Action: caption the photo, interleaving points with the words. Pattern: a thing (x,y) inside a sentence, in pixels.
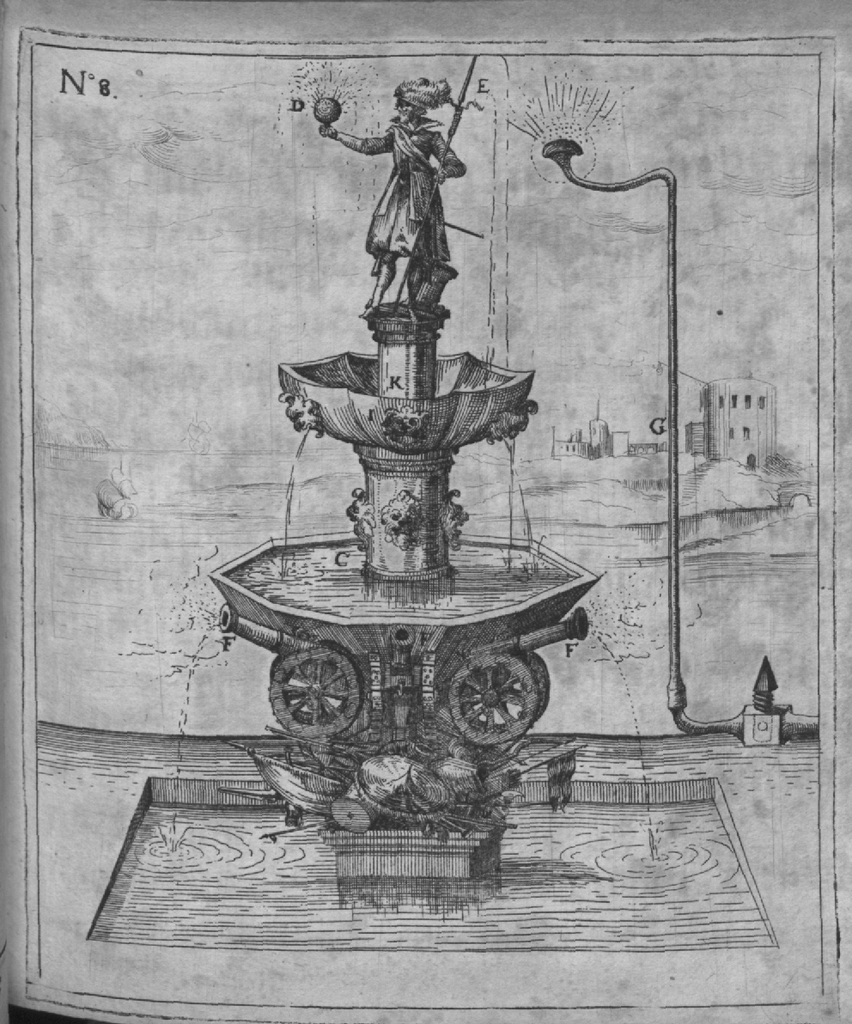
In this image we can see a paper (755,667) on which we can see the fountain (397,695), wheels (349,687), water (385,604), statue (406,274), pole (659,174), water sprinkler (579,143), and the buildings (582,442) in the background (722,400).
